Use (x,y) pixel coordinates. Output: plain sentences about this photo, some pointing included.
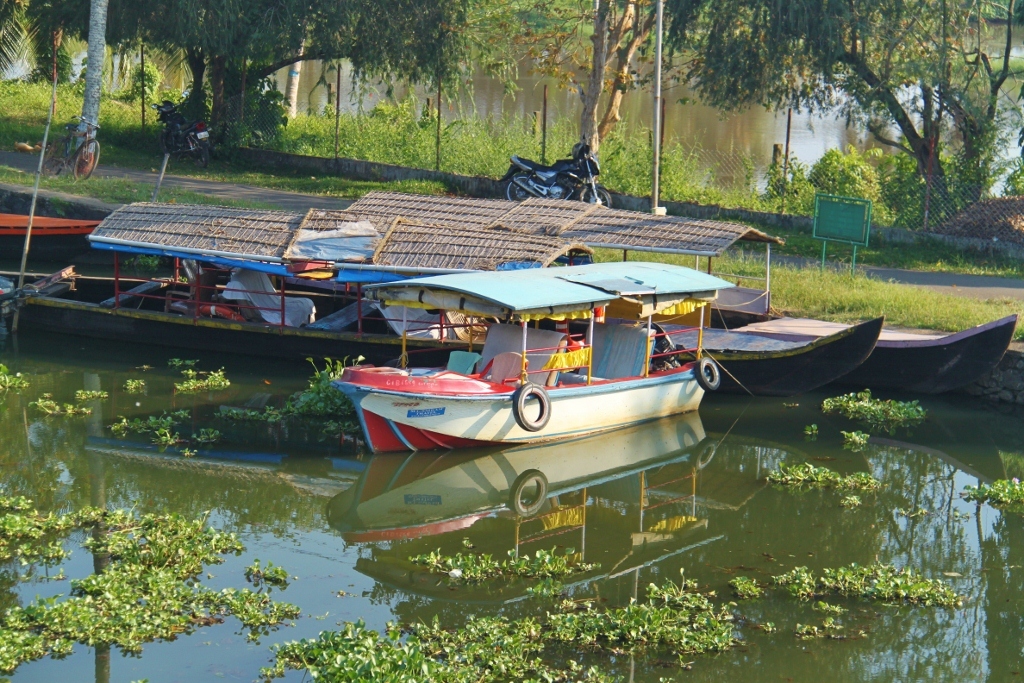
In this picture I can see boats (528,296) on the water (200,644), there are vehicles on the road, there is fence (994,211), and in the background (396,110) there are plants (423,133) and trees (706,19).
